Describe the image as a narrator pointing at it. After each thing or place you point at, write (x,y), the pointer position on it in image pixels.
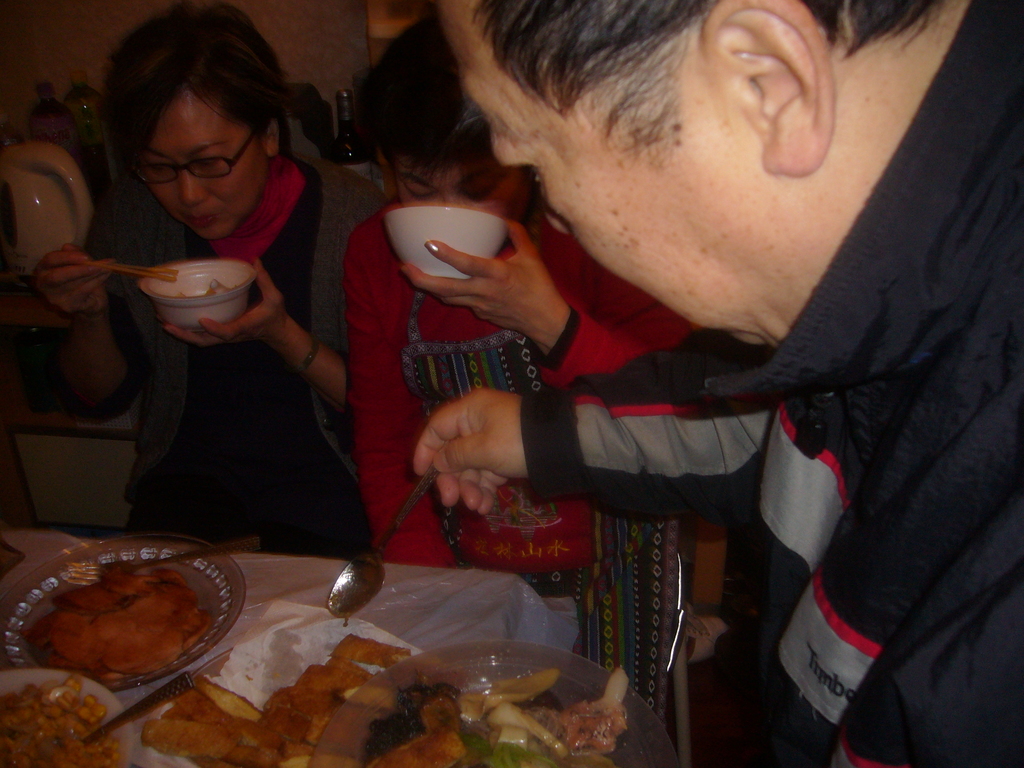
In the foreground of this image (449,743), at the bottom (541,754), there are food items (107,668) in bowls (107,715) and platters (211,619) on a table (418,615). We can also see spoons (166,694), few people (804,442) standing and holding bowls (228,306), chopsticks (149,275), spoons (419,495) and platters (552,720). In the background (77,121), there are bottles (54,127) and the wall (310,40).
